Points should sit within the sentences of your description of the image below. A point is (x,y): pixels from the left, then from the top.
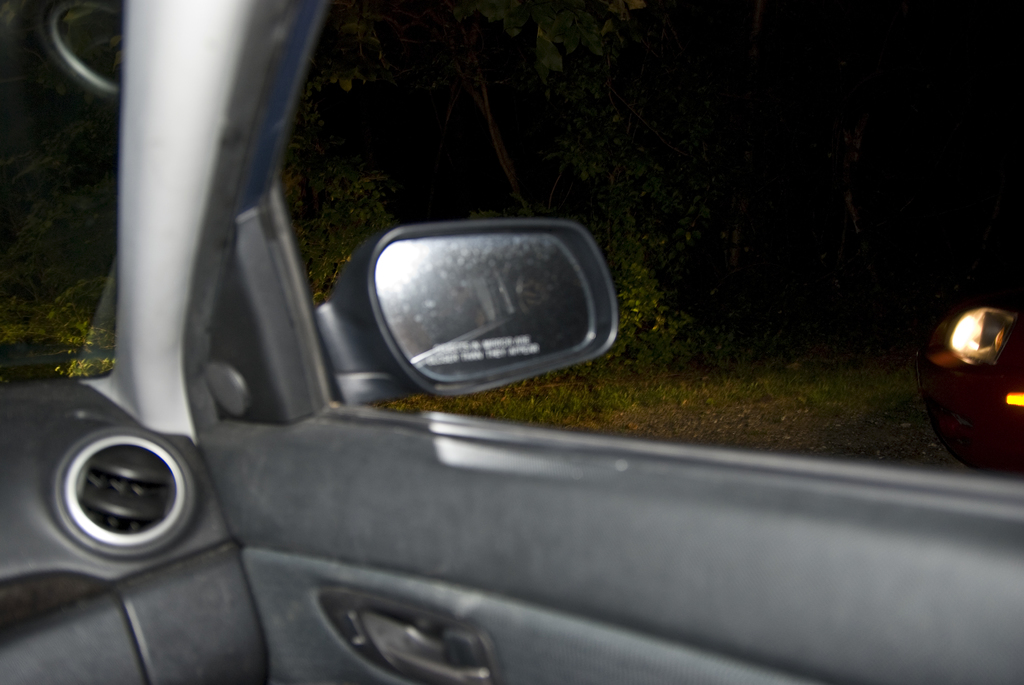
In front of the image there is a car door (260,492) with handle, beside the door (257,445) there is a side mirror (344,359) and there is a windshield (93,252) and Ac vent (134,481), from the car (395,365) we can see trees (564,136) on the outside and there is another car (926,349).
